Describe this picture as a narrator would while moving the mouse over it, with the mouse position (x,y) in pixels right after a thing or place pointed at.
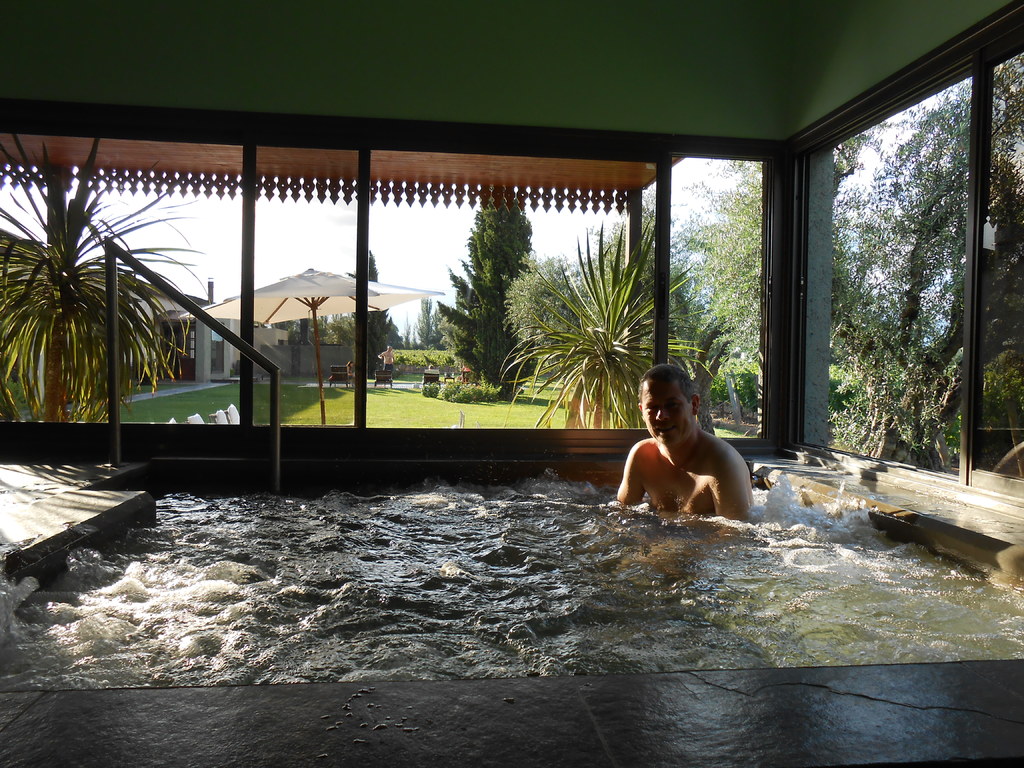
This picture shows a swimming pool (512,507) and a man (634,454) in the pool (737,529) and it surrounded by some trees (585,317) we see a umbrella (229,304) here.
